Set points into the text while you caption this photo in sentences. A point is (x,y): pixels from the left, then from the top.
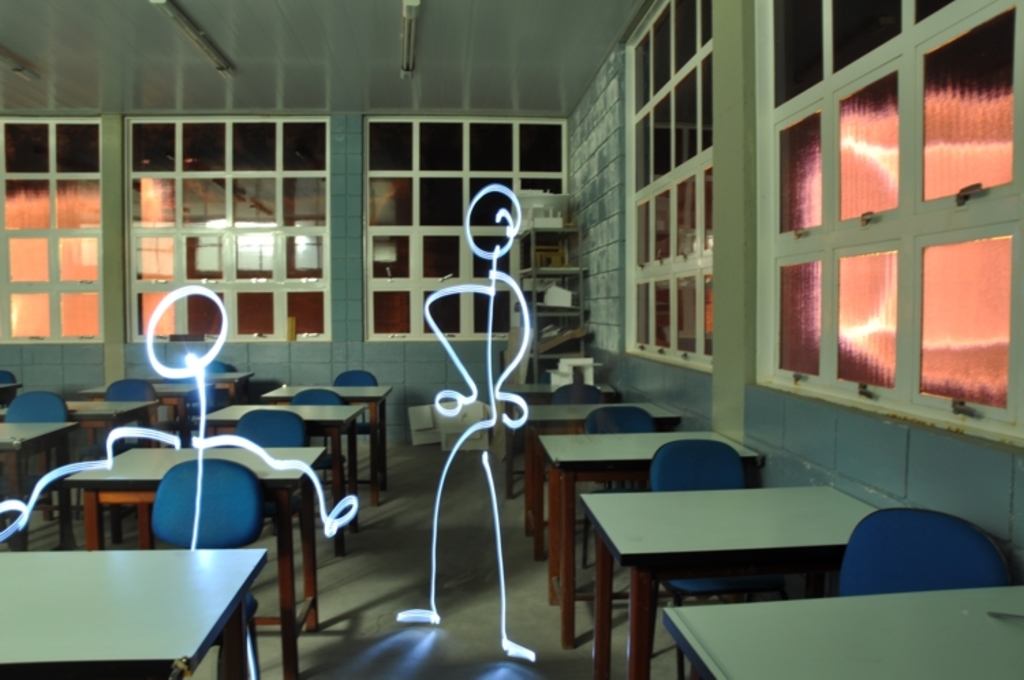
In the middle (503,367) these are the two structures (517,360) which are in the shape of human beings (479,424), there are lights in it and in this room (591,351) there are tables (636,501) and chairs (296,427). In the right side (799,224) these are the glass windows (809,240).
